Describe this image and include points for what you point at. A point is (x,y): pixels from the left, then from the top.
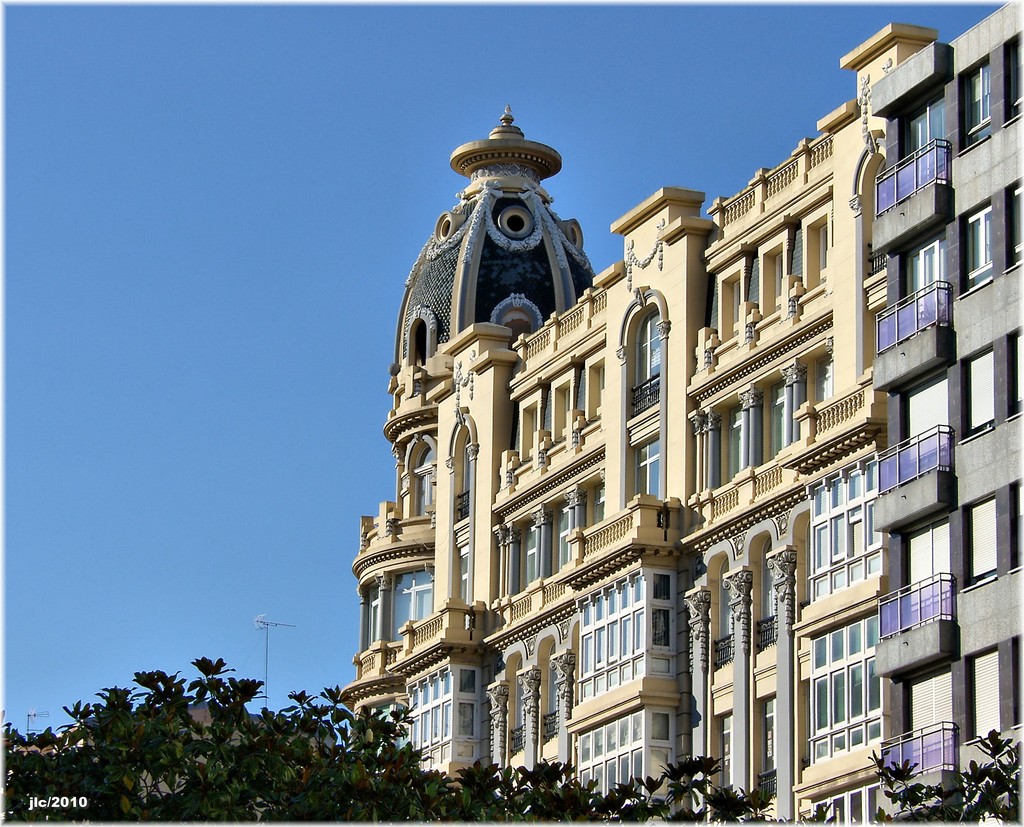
In this image I can see many trees (293,782) and the building (701,475) with windows (558,430). In the background (221,247) I can see the blue sky (125,324).
